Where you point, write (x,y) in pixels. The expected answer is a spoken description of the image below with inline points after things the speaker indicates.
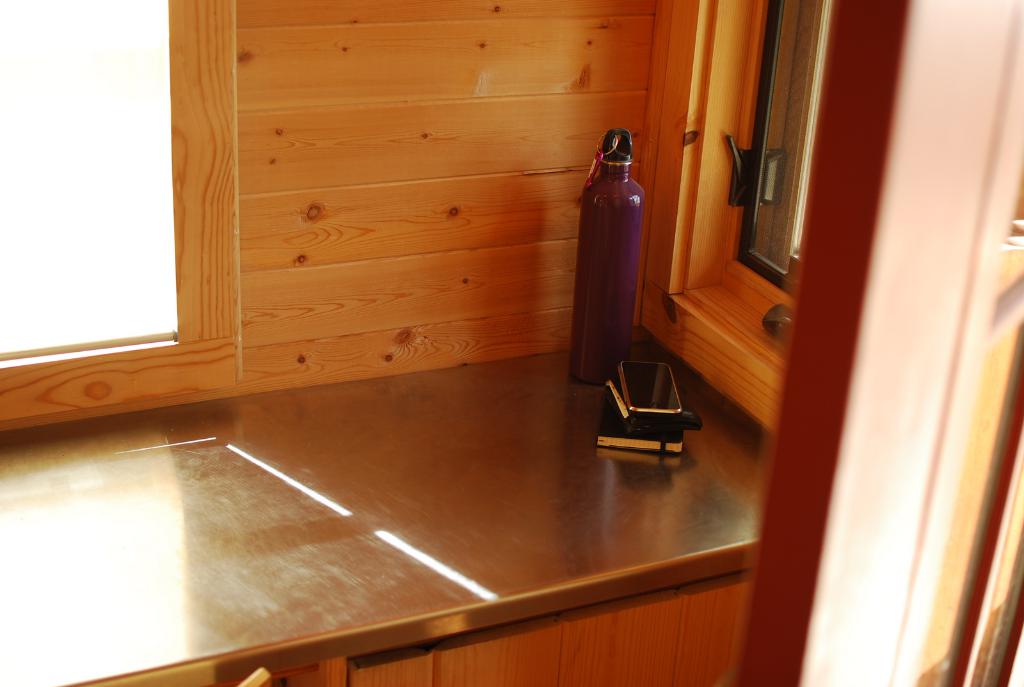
In this image we can see mobile (647,401), diary (633,429) and one bottle (585,375) is kept on the surface (251,577). Right side (908,430) window (788,152) and door (911,407) is there.
